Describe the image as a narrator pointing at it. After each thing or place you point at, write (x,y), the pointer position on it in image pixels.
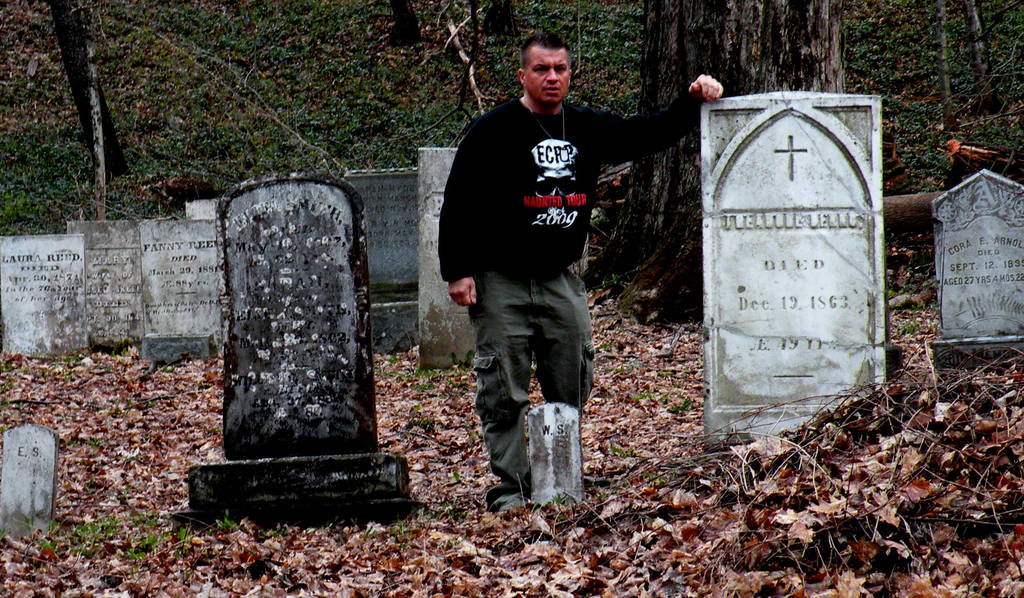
In this image I can see in the middle (541,360) a man (541,360) is standing, he wore black color coat (538,201) and trouser (544,366). It is the graveyard (364,315), there are graves (463,350). At the bottom (177,418) there are dried leaves (587,516), at the back side (500,19) there are trees (500,19).
